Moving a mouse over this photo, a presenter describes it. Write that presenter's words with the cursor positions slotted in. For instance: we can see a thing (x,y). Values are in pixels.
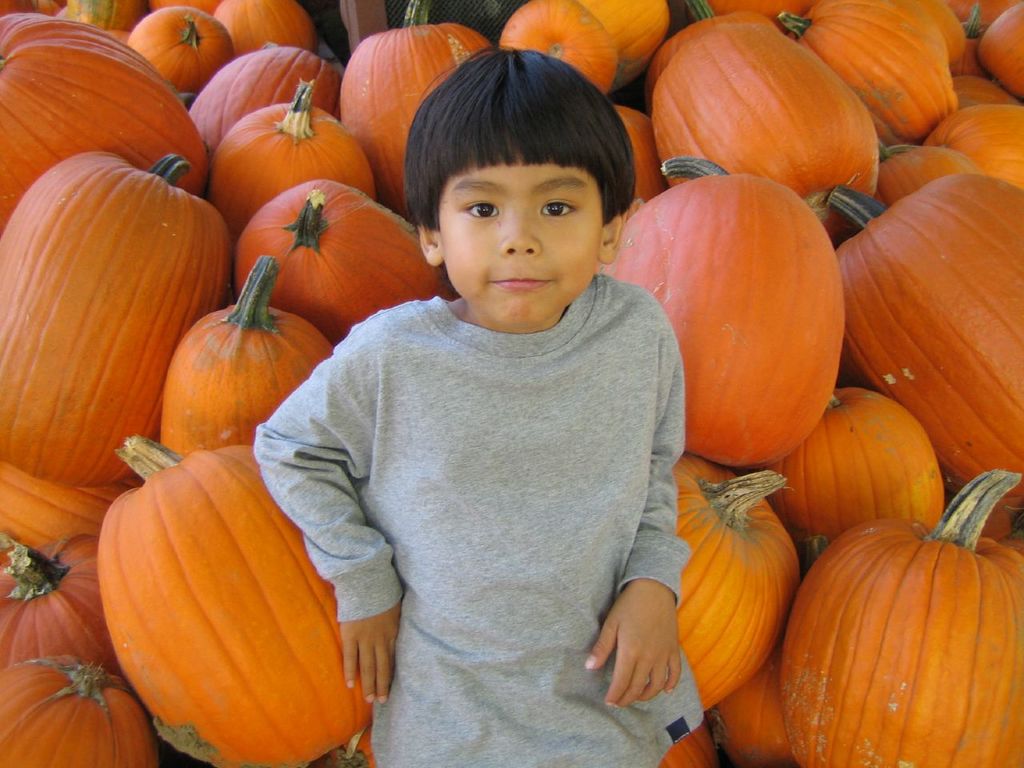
In this image we can see so many pumpkins (222,447) and also we can see a boy (489,286).
